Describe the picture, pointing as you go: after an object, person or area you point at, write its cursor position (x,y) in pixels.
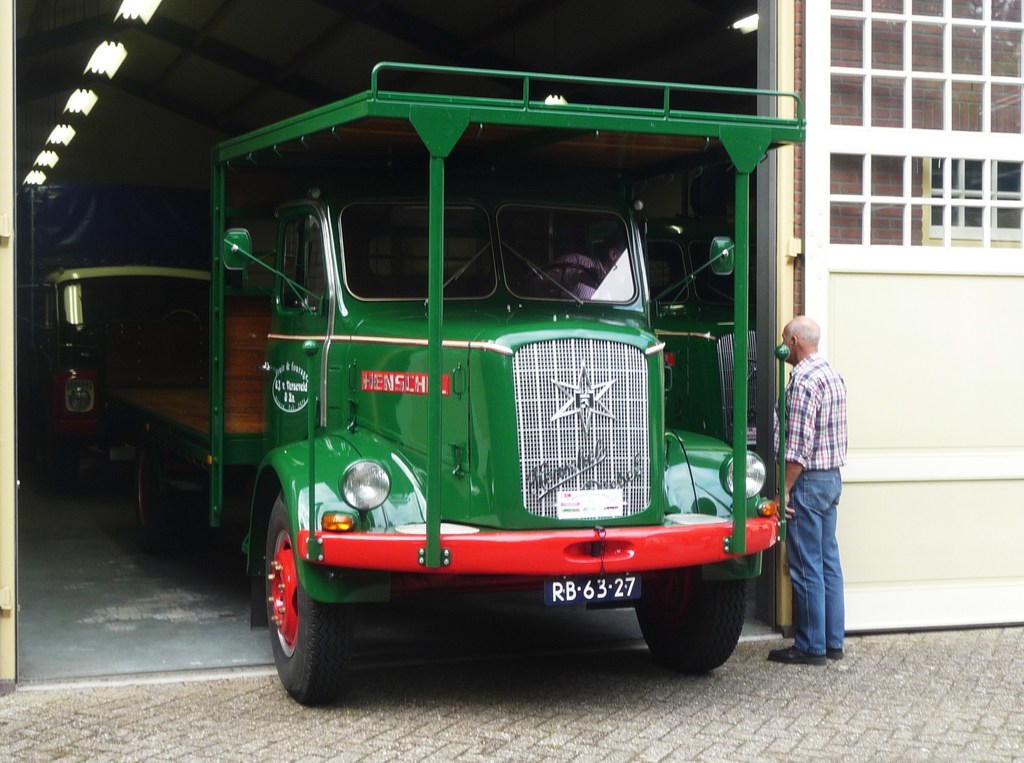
In this image, I can see a person (812,580) standing. I think these are the two trucks (183,440). At the top of the image (51,157), I can see the ceiling lights (92,93), which are attached to the ceiling (177,73). On the right side of the image (886,295), that looks like an iron gate (948,482).
